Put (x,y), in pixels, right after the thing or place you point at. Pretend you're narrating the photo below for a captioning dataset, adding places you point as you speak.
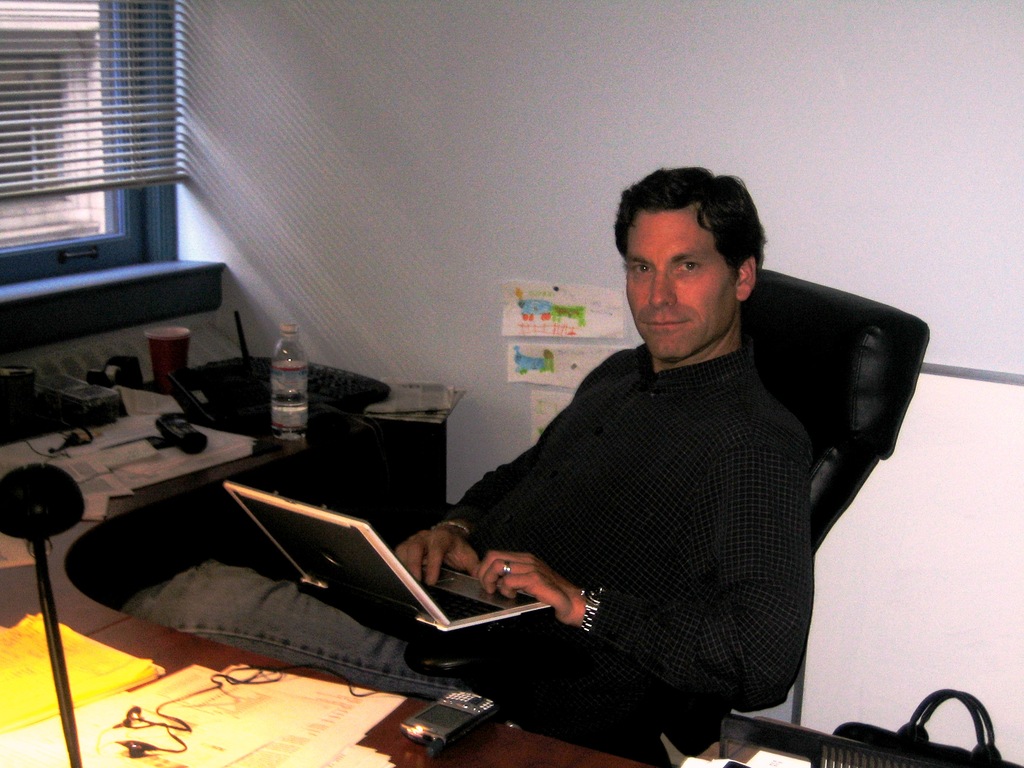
in this image there is a man (682,428) sitting on a chair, operating his laptop (389,600). there is a desk (152,621) in front of him, it contains lots of papers (147,455), a glass (181,355) and a water bottle (294,389). in the left corner of the image (107,248) there is a window (120,196).
